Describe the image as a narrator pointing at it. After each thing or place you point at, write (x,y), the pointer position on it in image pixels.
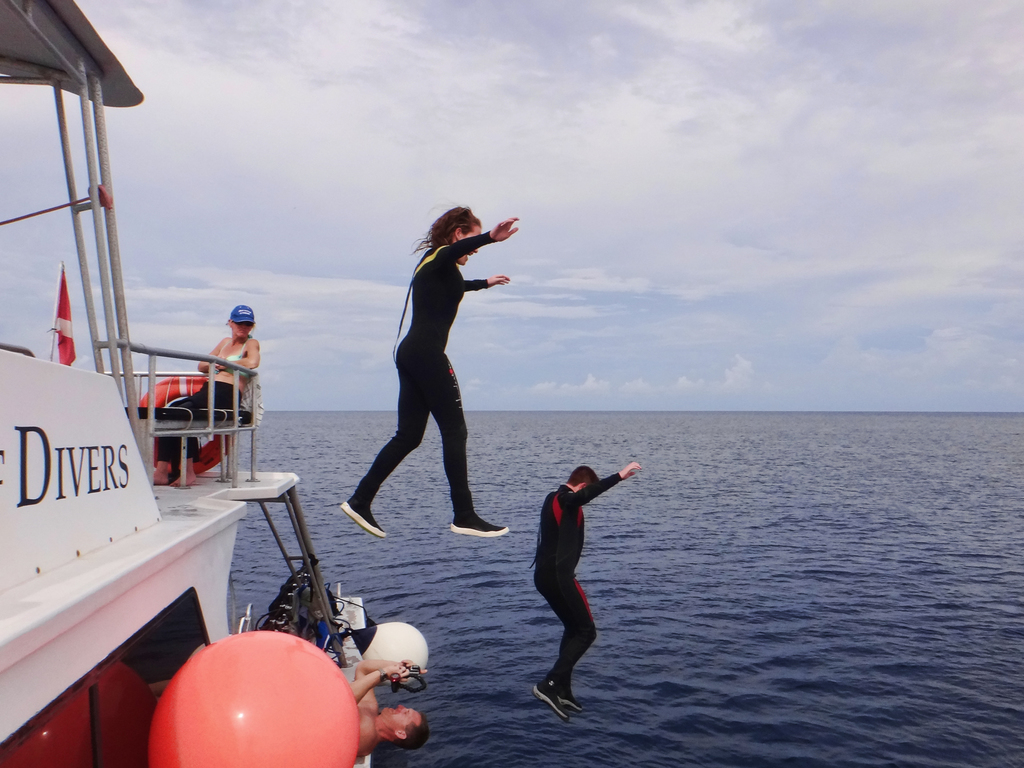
In this image, on the left side (36,583), we can see a boat (138,688) which is floating in the water (422,754). On the boat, we can see two people (374,725). In the middle of the image (443,416), we can see two people (569,677) are wearing a black color dress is jumping into the water (811,683). At the top (710,147), we can see a sky (692,210) which is a bit cloudy, at the bottom (855,587), we can see water (783,539) in an ocean (531,638).
